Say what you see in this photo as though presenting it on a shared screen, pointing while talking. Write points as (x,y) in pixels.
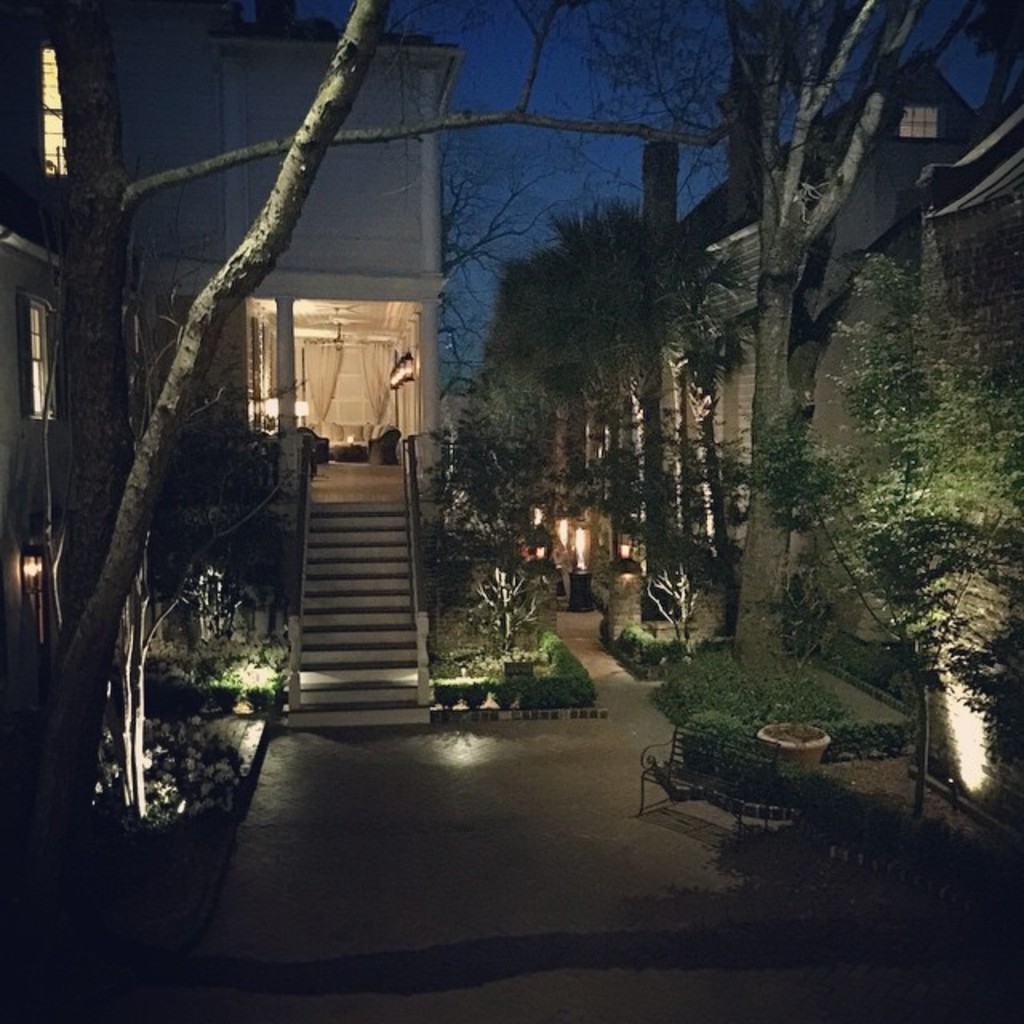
In this picture we can see a bench (758,767) on the ground (689,878), plants (519,690), trees (515,546), buildings (433,256) with windows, steps (322,539), curtains (311,382) and in the background (613,152) we can see the sky (688,195).
